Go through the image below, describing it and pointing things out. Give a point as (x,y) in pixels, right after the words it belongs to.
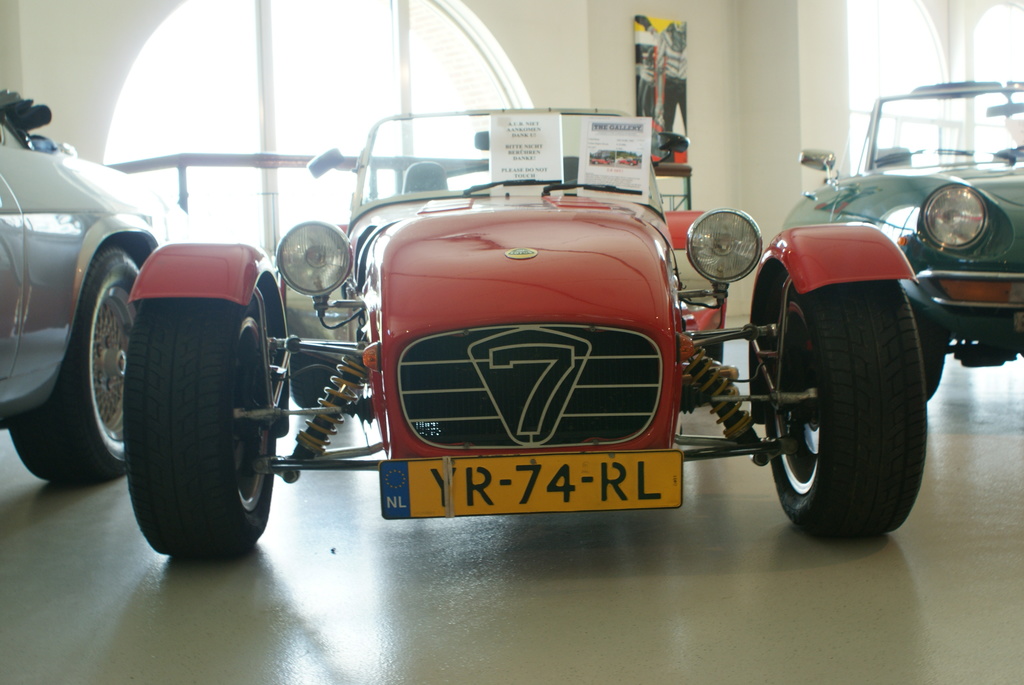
In this picture I can see few cars (399,193) and I can see placards (519,158) with some text (531,152) on the car (571,147) and I can see a frame (655,78) on the wall (709,103) and it looks like a showroom (737,168) and I can see glass windows (856,64).
